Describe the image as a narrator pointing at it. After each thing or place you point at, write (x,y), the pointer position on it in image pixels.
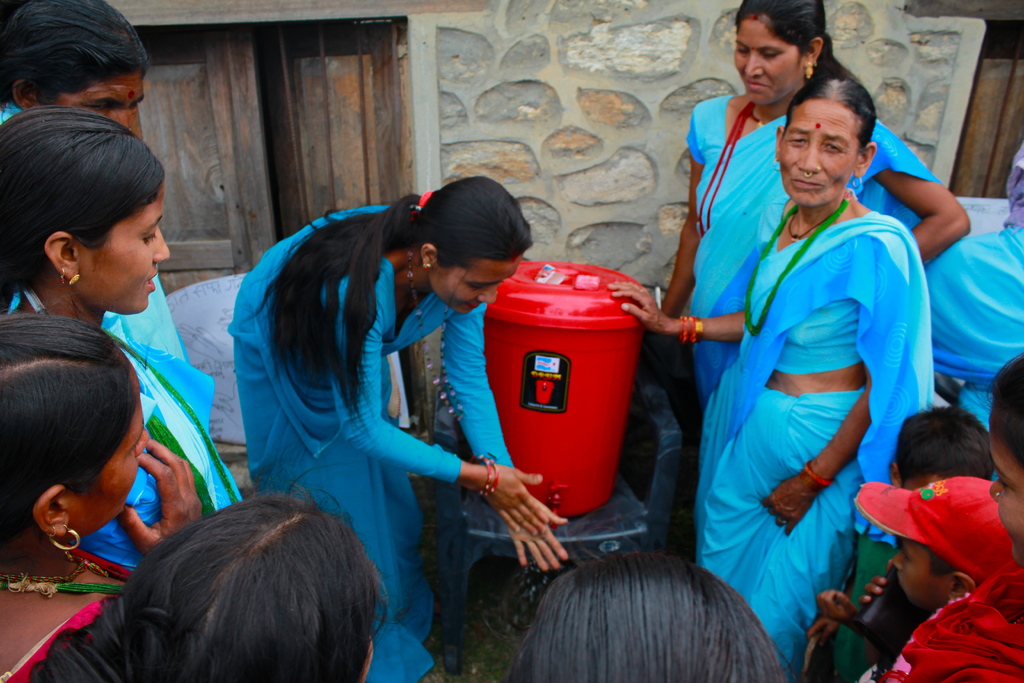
In this image we can see these women (464,203) wearing saris (788,445) standing, here we can see a few more people (845,616), here we can see the red color container (611,380) is kept on the chair (444,518). In the background (616,151), we can see the stone wall (420,111) and wooden doors (386,80).
